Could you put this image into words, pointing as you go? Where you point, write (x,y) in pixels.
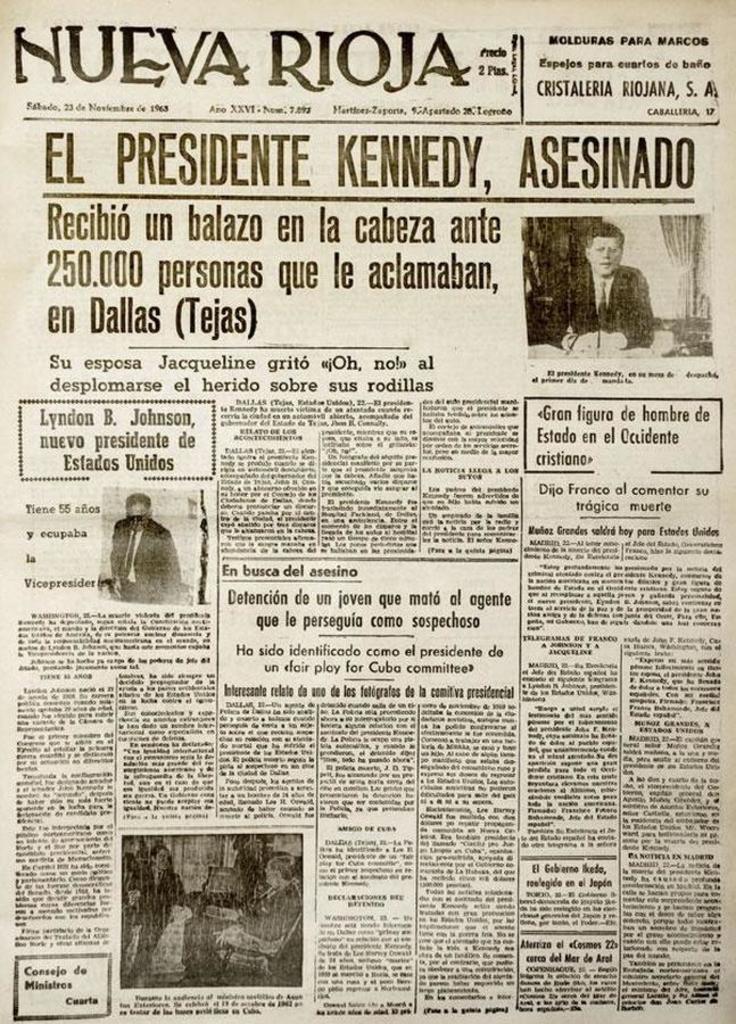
In this picture we can see a newspaper (308,461) with images (655,261), words (399,447) and numbers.
